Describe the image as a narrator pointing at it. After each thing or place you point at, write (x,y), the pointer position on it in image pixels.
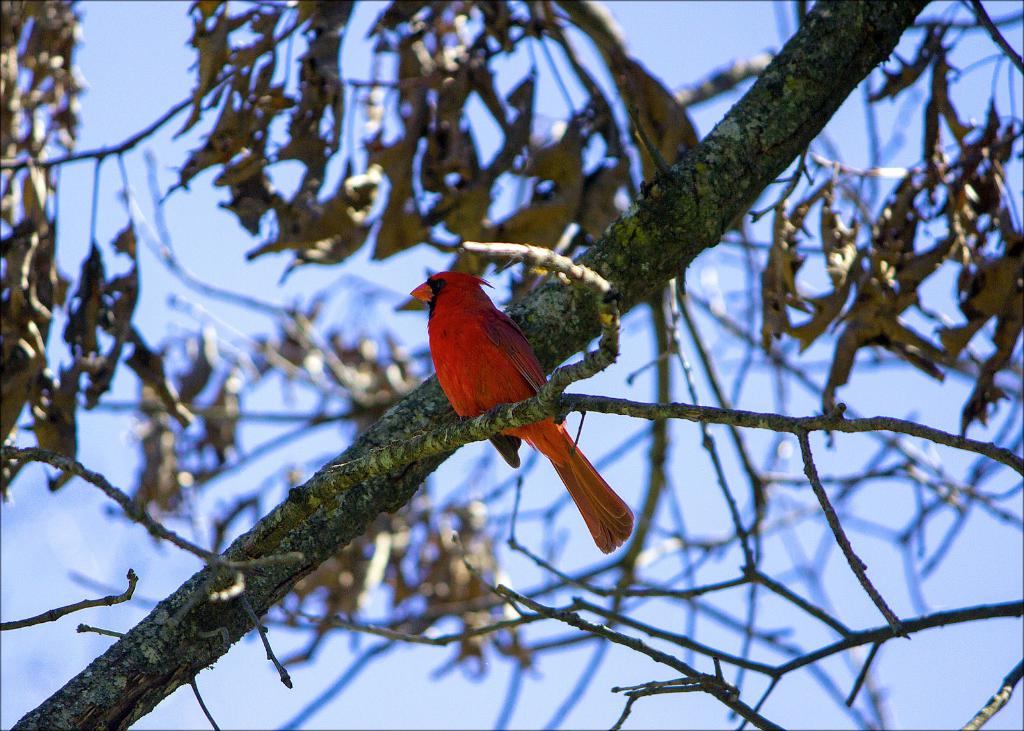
In this image, we can see a red bird (520,430) on the tree stem (475,430). Here we can see tree leaves (331,560). Background (169,460) there is a blur view. Here there is a sky (563,530).
